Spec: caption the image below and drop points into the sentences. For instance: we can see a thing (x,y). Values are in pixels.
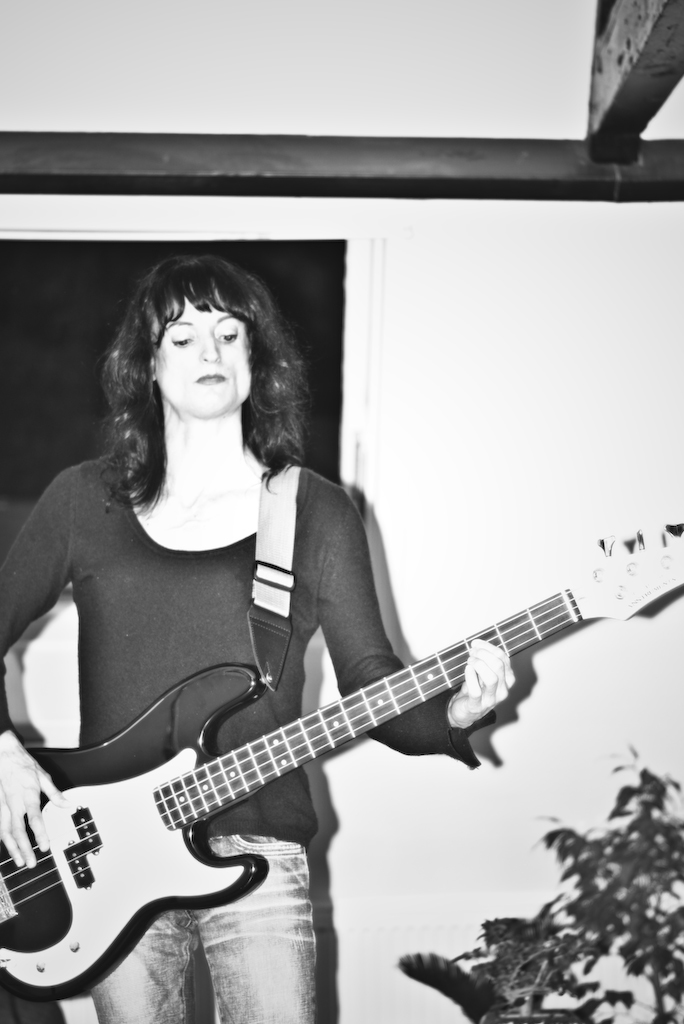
In the image we can see one woman (254,573) standing and holding guitar (107,783). In the background (433,410) there is a board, plant (591,948) and wall (498,453).
